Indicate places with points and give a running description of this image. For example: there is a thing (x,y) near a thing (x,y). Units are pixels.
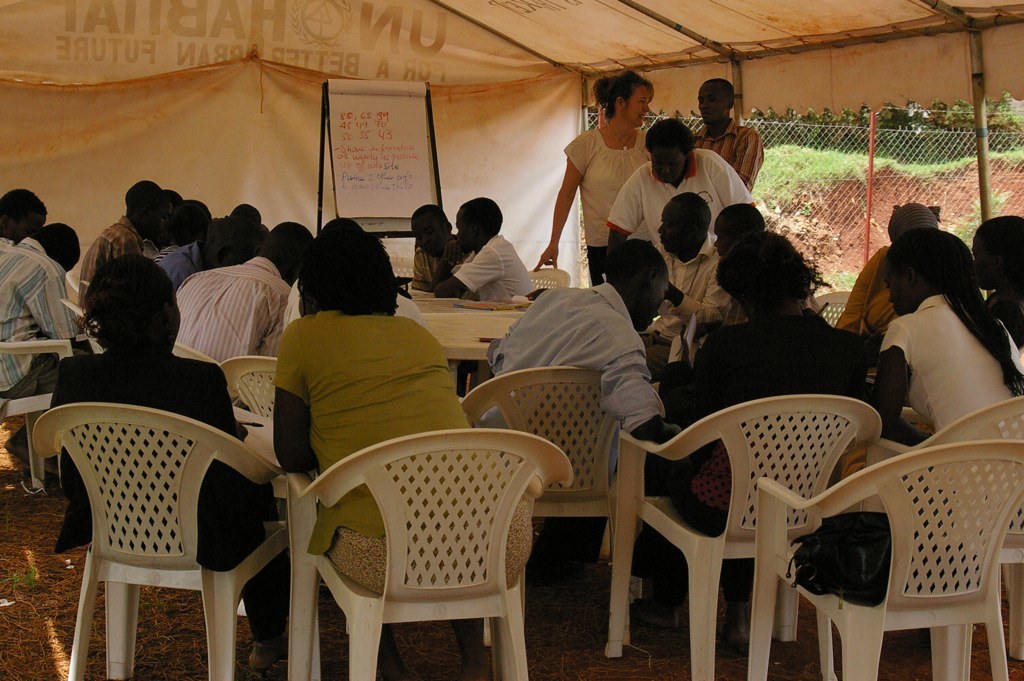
In this picture there is a table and a board (413,99) in the center of the image (408,292) and there are people (185,235) those who are sitting on the chairs (277,466) at the bottom side of the image (320,455), there are trees (791,117) and a net boundary (811,140) on the right side of the image (802,128).
